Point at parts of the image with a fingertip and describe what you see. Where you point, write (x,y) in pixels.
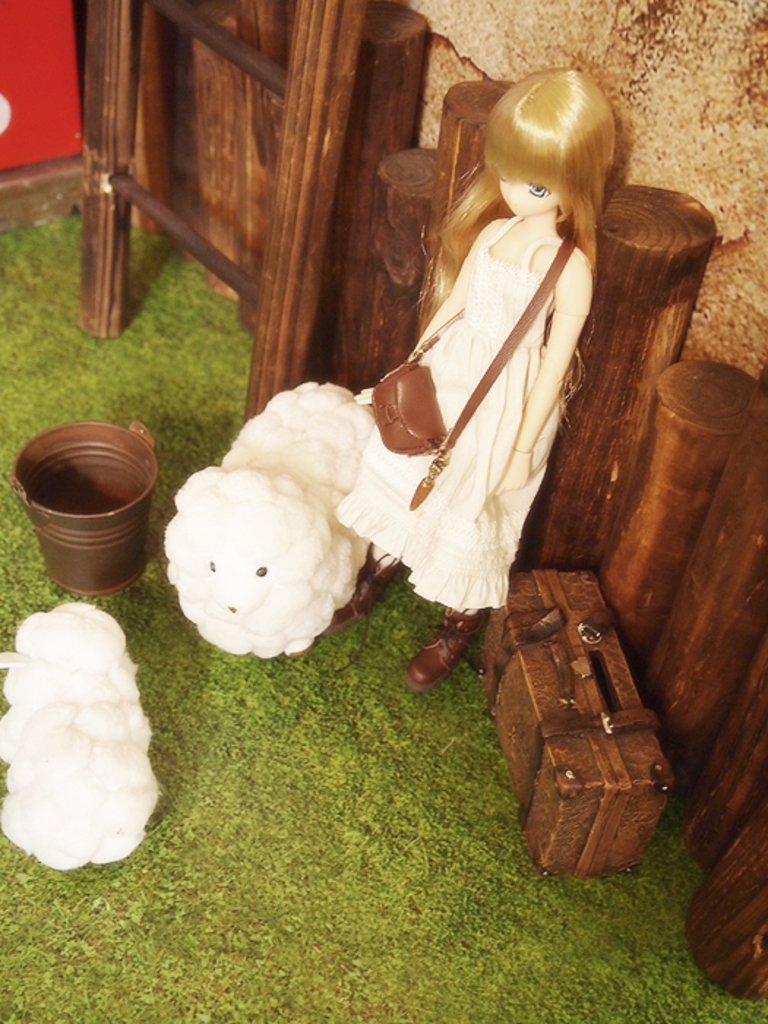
This picture shows toys (296,494). We see a doll (491,388) and couple of toy sheep (117,737) and a toy bucket (90,508) and we see a suitcase (526,786) and some grass (155,289) on the ground (170,895).
